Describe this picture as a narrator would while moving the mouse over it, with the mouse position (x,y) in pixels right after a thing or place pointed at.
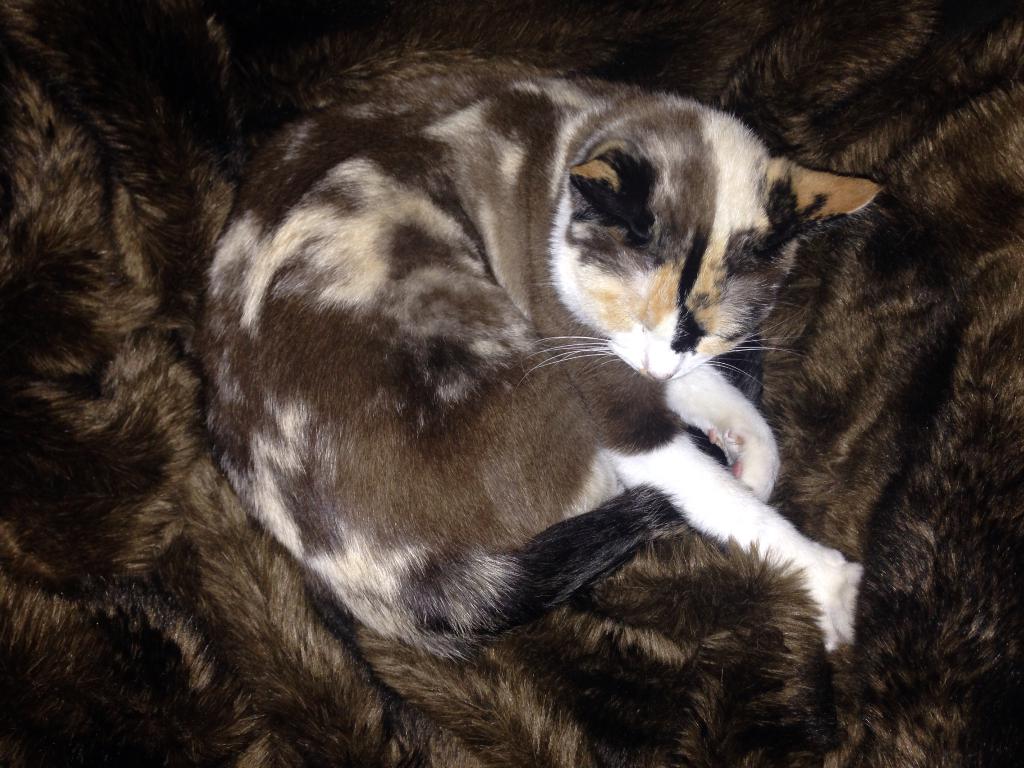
A cat (575,386) is sleeping, it is in brown, cream and white color.
